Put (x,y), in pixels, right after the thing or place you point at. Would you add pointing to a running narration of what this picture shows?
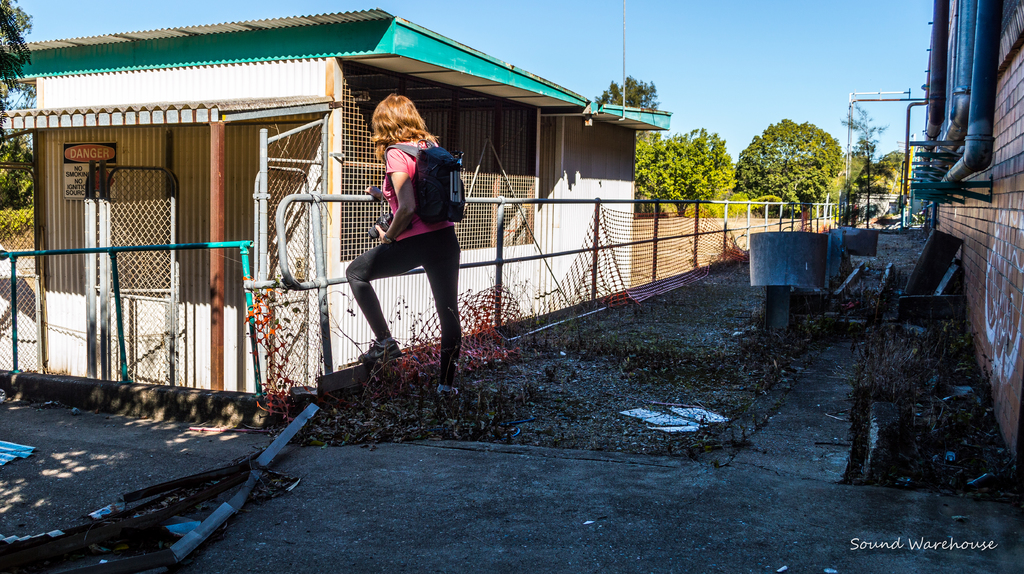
In this image there is one women (452,268) standing in middle of this image (438,214) and holding a backpack (449,188), and there is a fencing wall (646,269) in middle of this image (532,309), and there is a house (253,145) on the left side of this image (273,224). There are some trees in the background (23,146). There is a sky (749,23) on the top of this image (707,21). There is a wall (988,210) on the right side of this image (987,153) and there are some pipes (968,99) attached on it. There is a ground (626,492) in the bottom of this image (476,486).
